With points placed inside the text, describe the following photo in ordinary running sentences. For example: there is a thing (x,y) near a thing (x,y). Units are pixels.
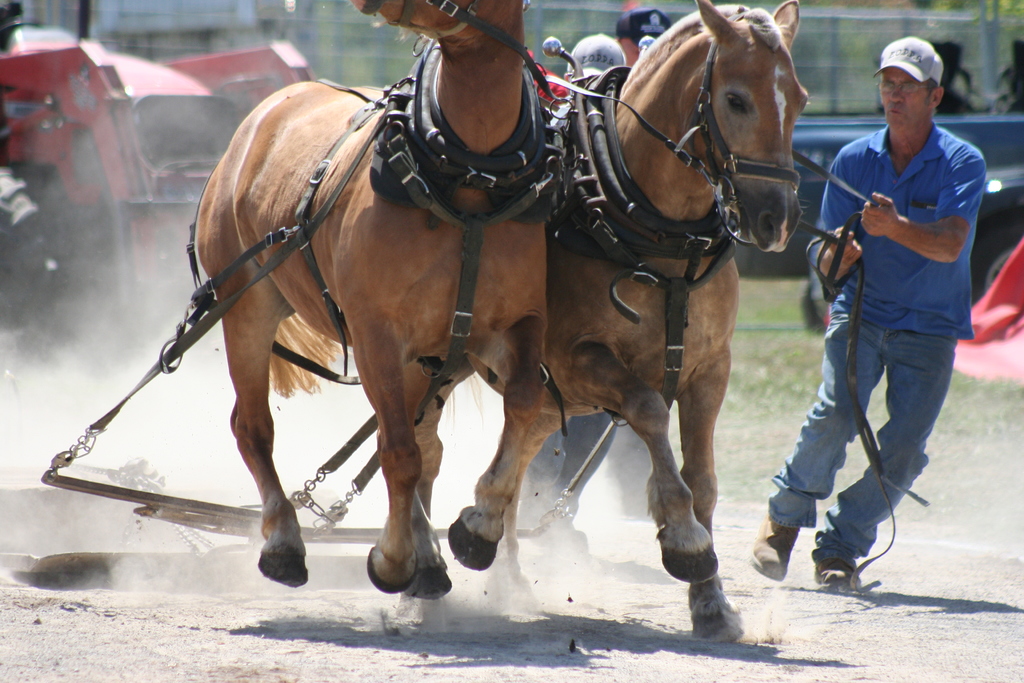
In the center of the image (484,332) we can see two horses (388,311) are running. And we can see they are in brown color. And we can see some object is tied to the horses (379,218) with the help of belts (456,225). On the right side of the image (882,216), we can see one man (866,315) is standing and he is holding belts (821,242), which is tied to the horses (399,238). And we can see he is wearing a cap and glasses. In the background (326,68) we can see fences (822,101), vehicles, one cloth (986,339), grass (775,340), few people (640,20) are standing, two persons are wearing caps (599,51) and a few other objects (954,55).
